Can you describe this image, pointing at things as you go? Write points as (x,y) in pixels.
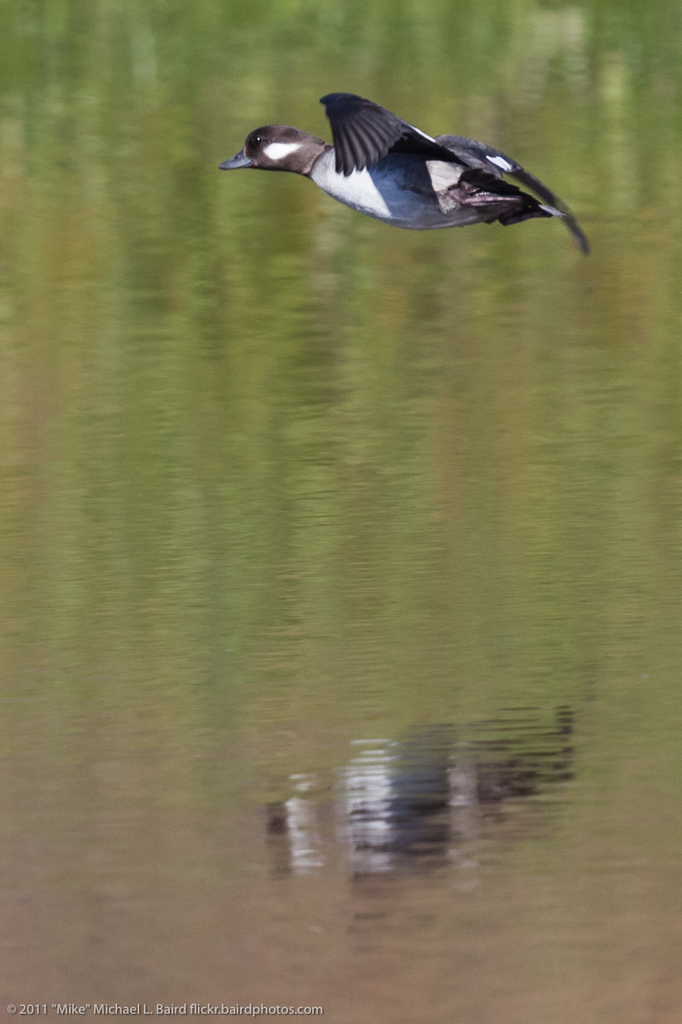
In the image we can see a bird (410,184) flying. Here we can see water (435,546) and on the water (379,568) we can see blur reflection (404,796) of the bird (401,184). In the image bottom left (84,1013), we can see the watermark (137,1009).
